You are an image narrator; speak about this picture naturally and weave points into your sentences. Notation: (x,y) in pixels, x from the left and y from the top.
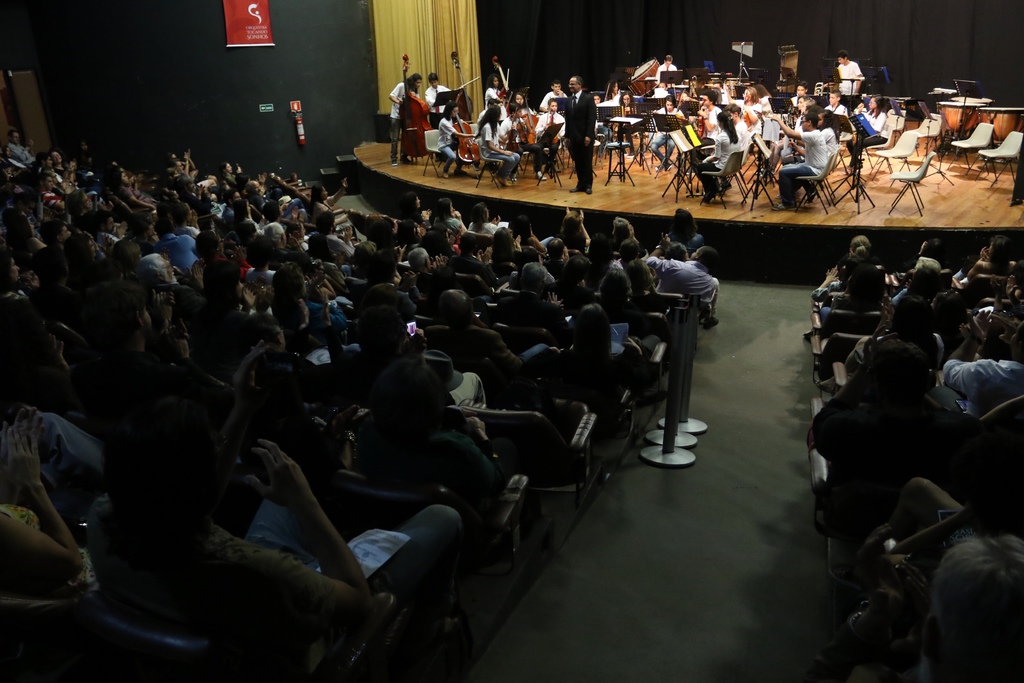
At the bottom of the image (436,577) there are many people (522,279) sitting on the chairs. And also there are poles (667,423). In front of those people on the stage (780,109) there are many people (447,131) sitting on the stage (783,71) and they are playing musical instruments (420,107). In front of them there are music notes stands (663,132). There is a man (574,139) standing on the stage (532,169) with a black jacket (584,128). In the background (621,13) there are curtains (456,28). And on the wall (276,2) there is a poster (231,12) with text (247,32) on it and there are some other things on the wall (121,119).
